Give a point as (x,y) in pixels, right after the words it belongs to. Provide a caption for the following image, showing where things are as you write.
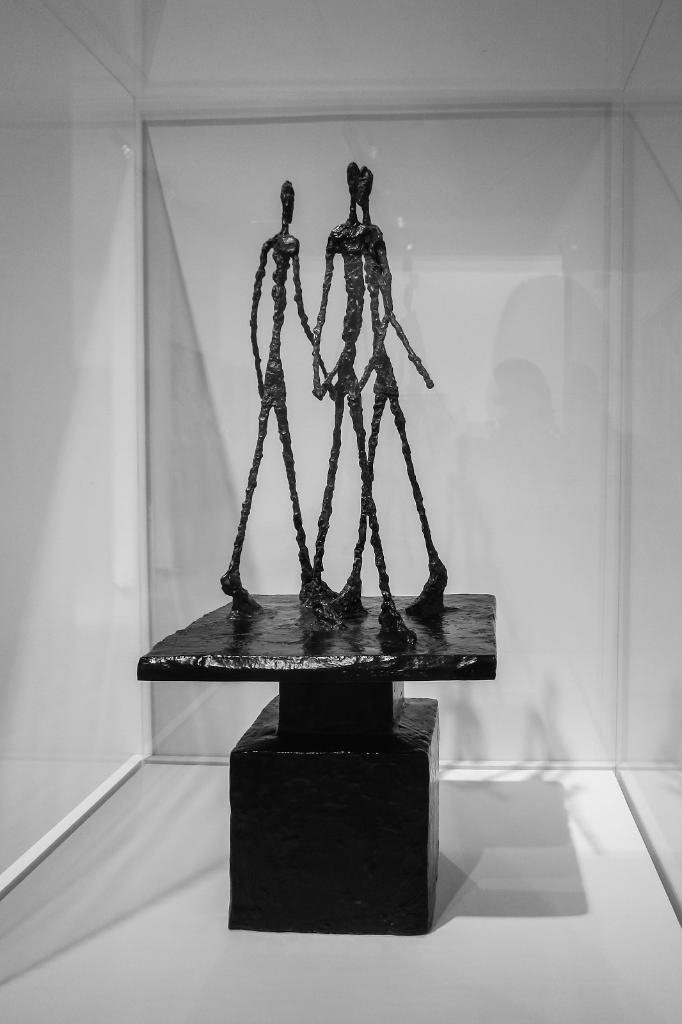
We can see statues (348,385) on the surface (319,643) and we can see glass (24,514). Background (72,560) it is white color.
